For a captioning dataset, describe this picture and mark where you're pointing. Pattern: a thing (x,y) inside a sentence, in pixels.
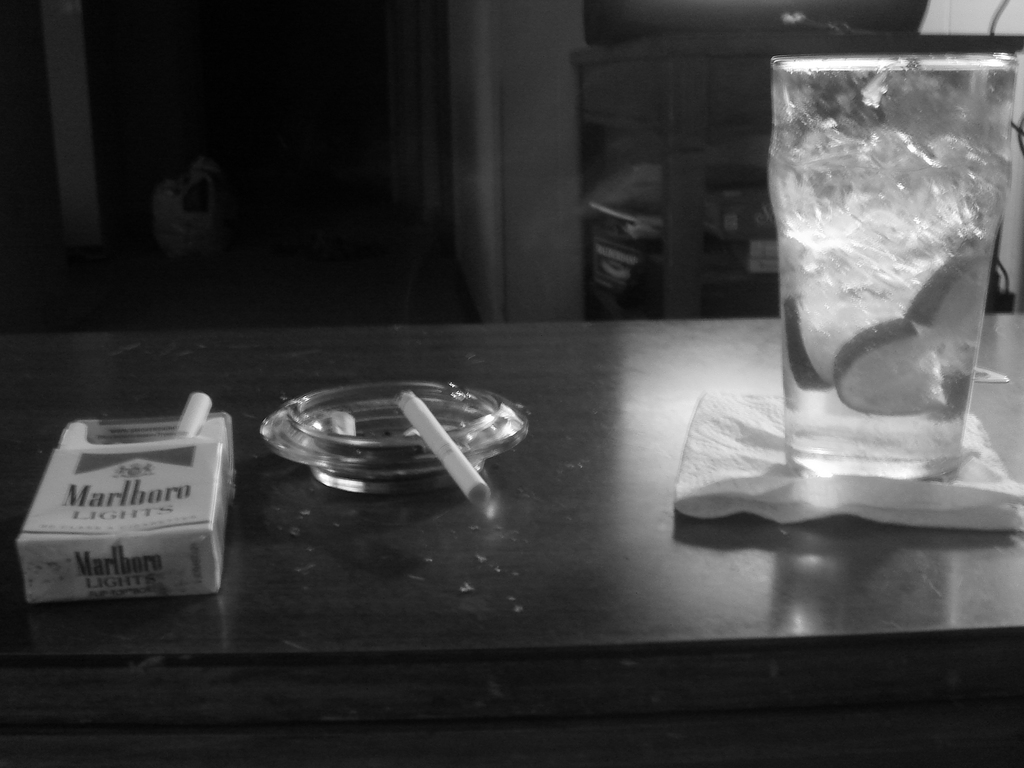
In this picture there is a smoke box (190,492) kept on the table (399,536) and beside that there is a ash tray (380,448), to the right side of the image (877,227) we find a glass (845,404) filled with ice (858,226) and lemon (835,358). In the background (683,118) there is a wooden cabinet (753,186).
